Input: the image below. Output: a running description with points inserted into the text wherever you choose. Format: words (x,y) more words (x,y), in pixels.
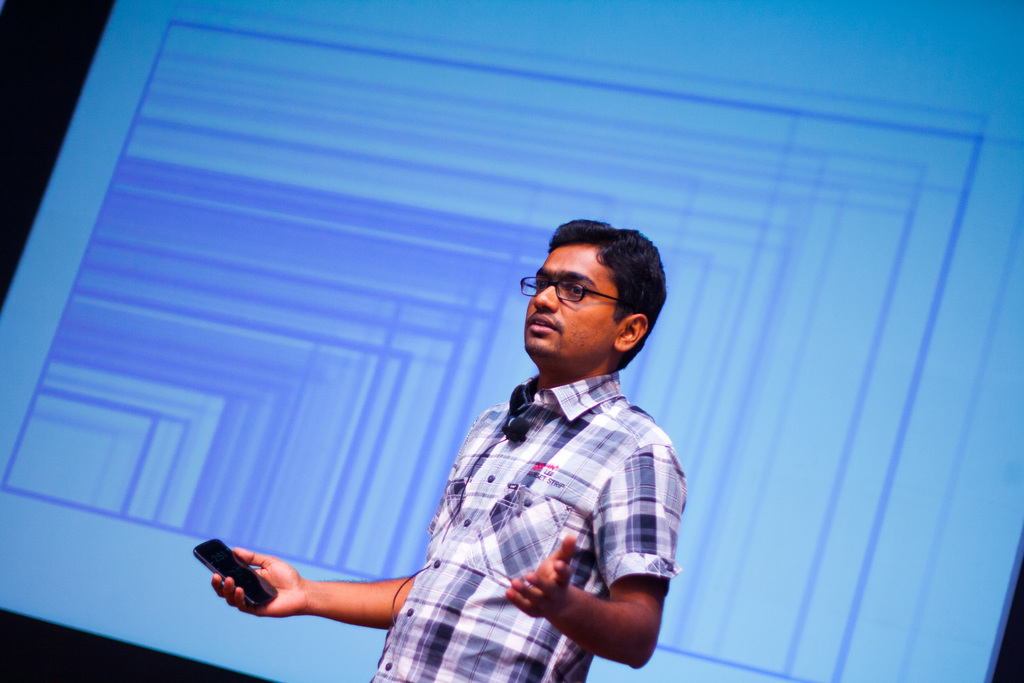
In this picture we can see a man (479,627) wore spectacles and holding a mobile (212,552) with his hand (298,604) and at the back of him we can see a screen (960,260) and in the background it is dark.
